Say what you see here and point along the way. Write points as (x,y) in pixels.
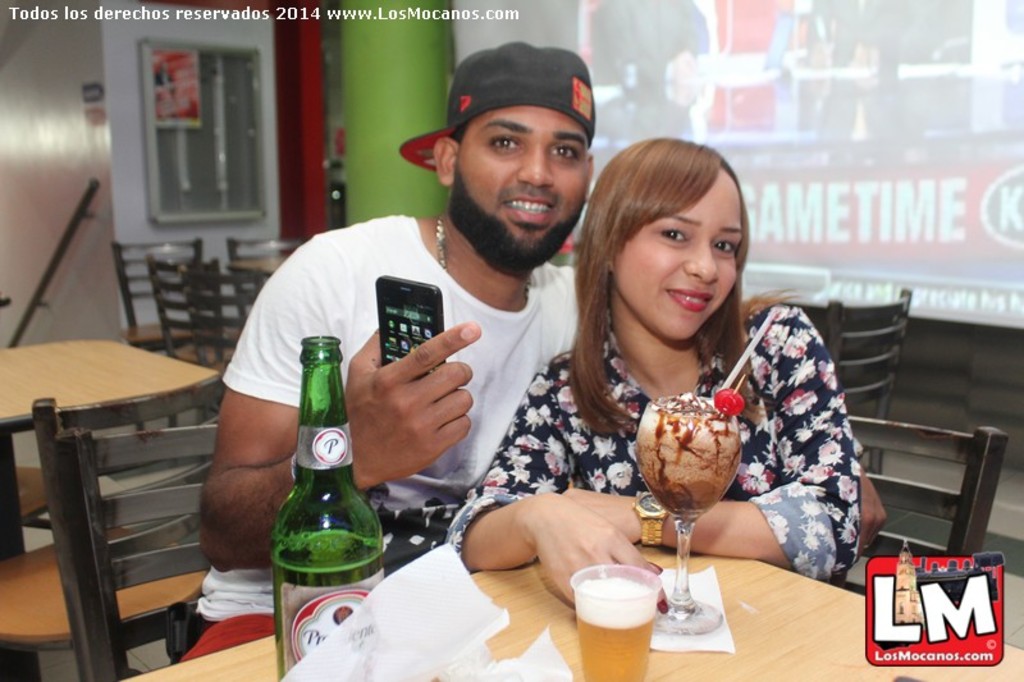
In this image there are two persons (501,369) who are sitting on the chair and hugging each other and on the top of the table (730,588) there is a bottle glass (604,570) and ice cream (683,411).
